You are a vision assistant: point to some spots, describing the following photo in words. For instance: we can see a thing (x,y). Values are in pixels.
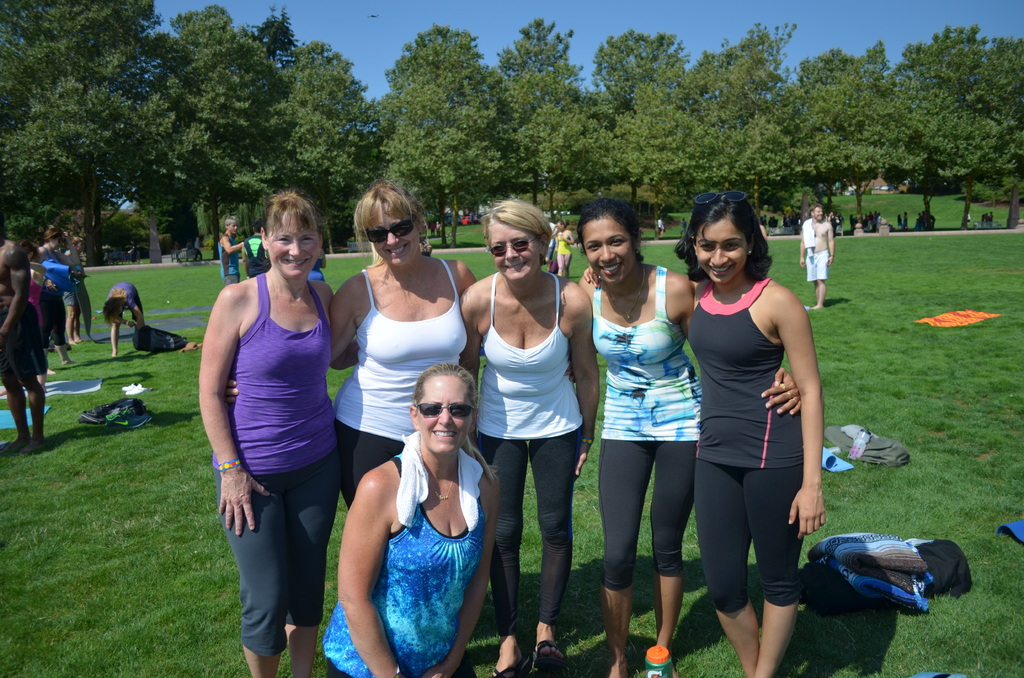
In this image I can see few people (558,340) are wearing different color dresses (741,331). I can see few objects (941,321), bags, clothes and few footwear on the grass (912,512). I can see the sky (486,8) and few trees (561,71) in green color.
